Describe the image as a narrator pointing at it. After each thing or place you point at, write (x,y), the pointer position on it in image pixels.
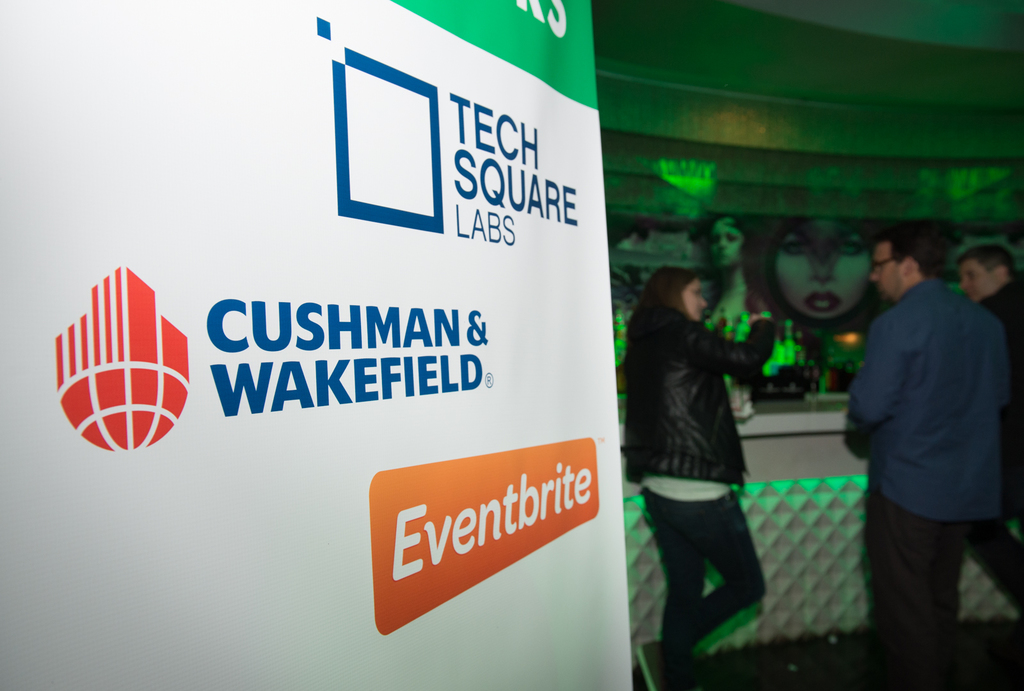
In this image I can see a huge banner (277,330) which is white, green, blue and orange in color. In the background (626,391) I can see few persons (717,402) standing, a table (829,431), few objects (787,350) on the table (760,410) and the green colored light (693,191).
